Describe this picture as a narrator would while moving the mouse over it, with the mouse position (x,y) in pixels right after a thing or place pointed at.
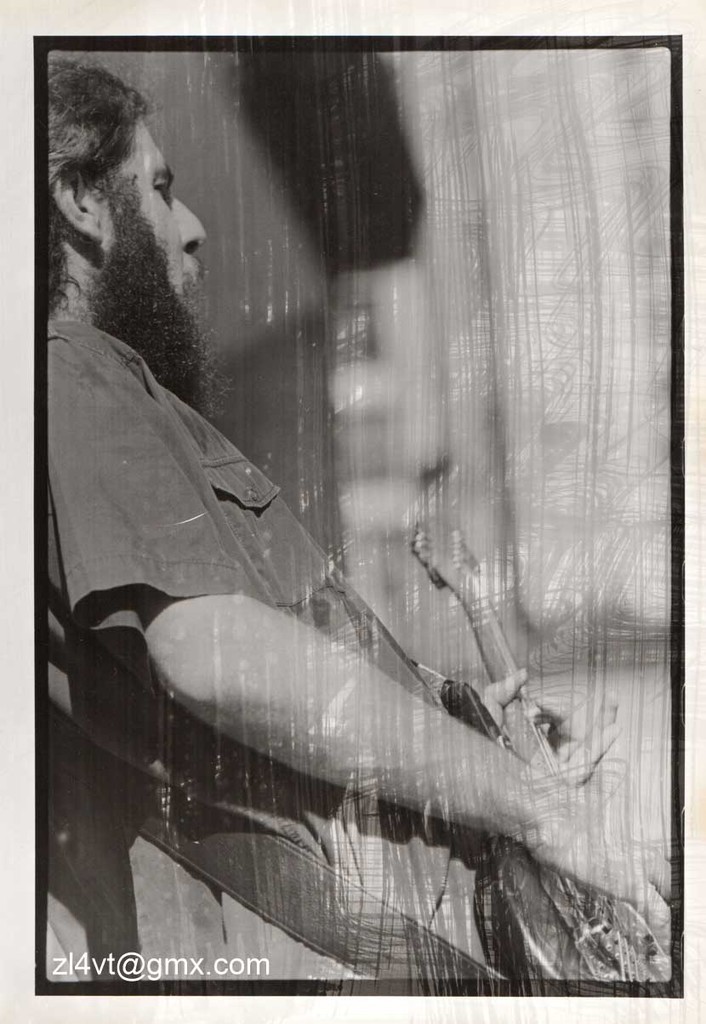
Here, we can see a photo, we can see a man (270,713) standing and holding an object (647,959).
